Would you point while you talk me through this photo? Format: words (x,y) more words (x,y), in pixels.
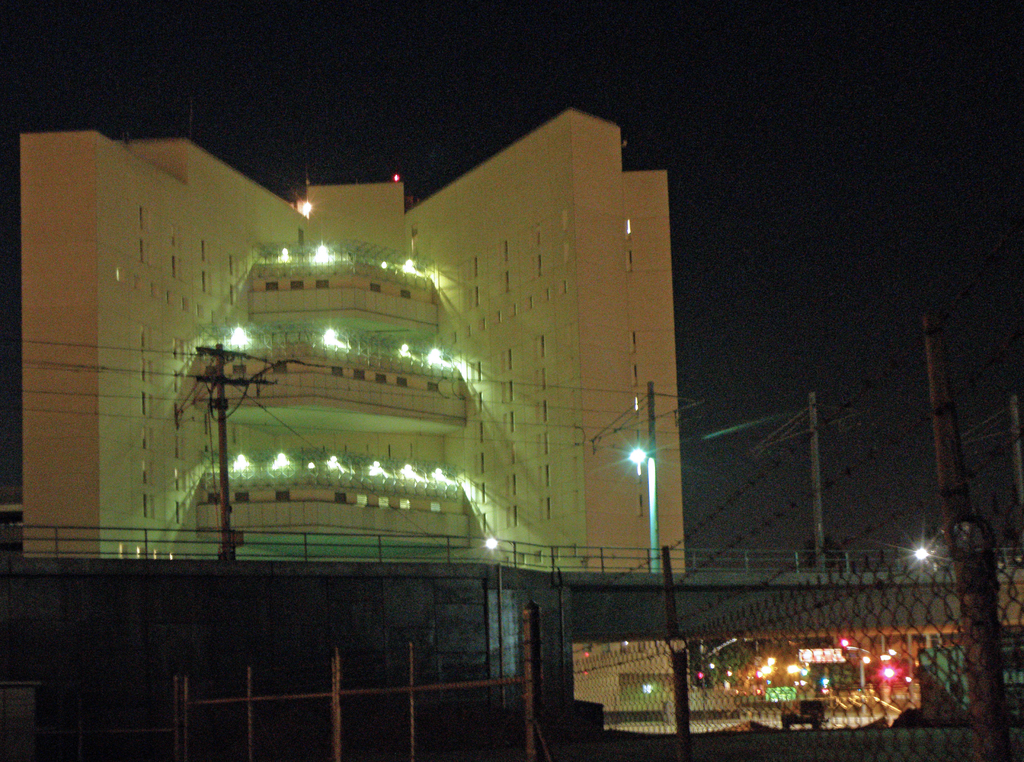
There is a mesh fencing (810,653). In the back (761,584) there is a bridge (582,569). On that there are electric poles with wires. In the background (829,660) there are lights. And there is a building (338,332) with lights (331,462). And it is dark in the background (366,93).
